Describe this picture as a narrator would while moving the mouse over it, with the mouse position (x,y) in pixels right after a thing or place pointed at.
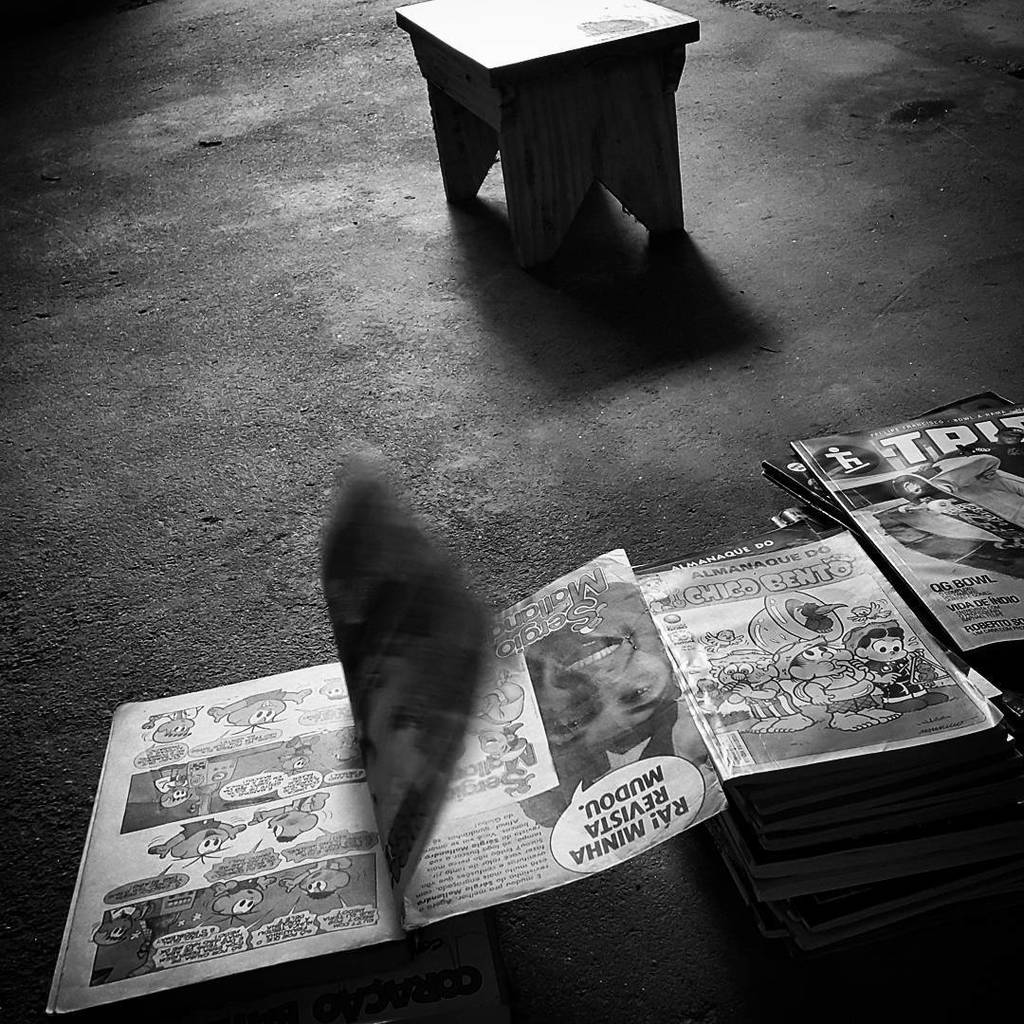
In the down side there are books (798,610) and at the top (581,150) it is a stool (542,159).
